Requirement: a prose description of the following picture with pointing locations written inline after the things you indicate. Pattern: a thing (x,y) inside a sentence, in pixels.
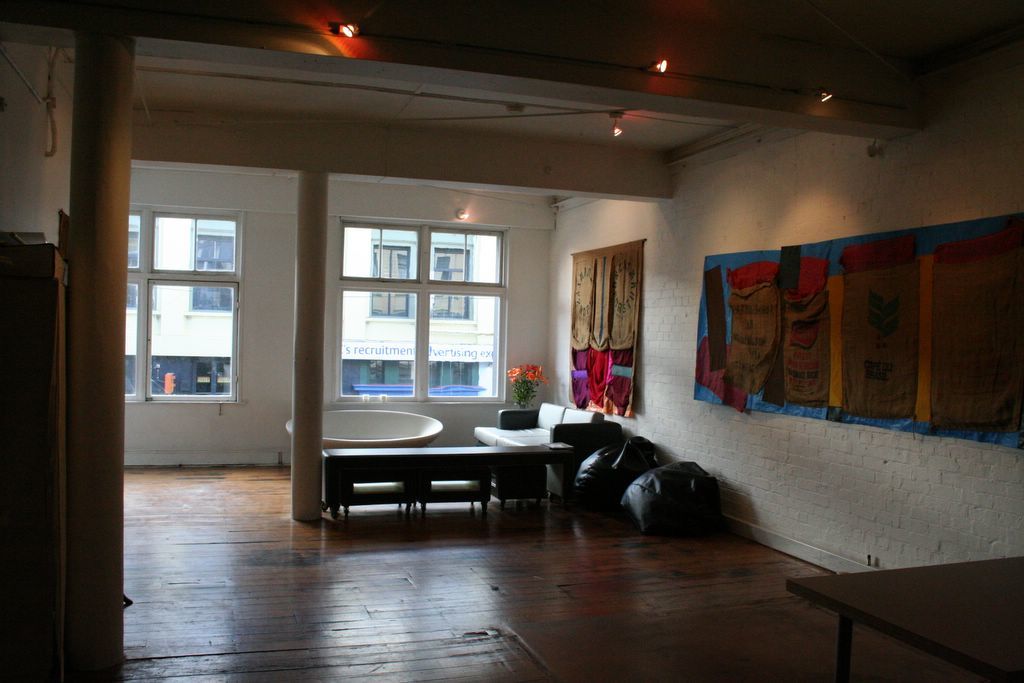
This picture shows a inner view of a room (138,232), we see poster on the wall (673,416) and we see some bean bags (611,457), sofa set (599,431) and a flower pot (518,406).
